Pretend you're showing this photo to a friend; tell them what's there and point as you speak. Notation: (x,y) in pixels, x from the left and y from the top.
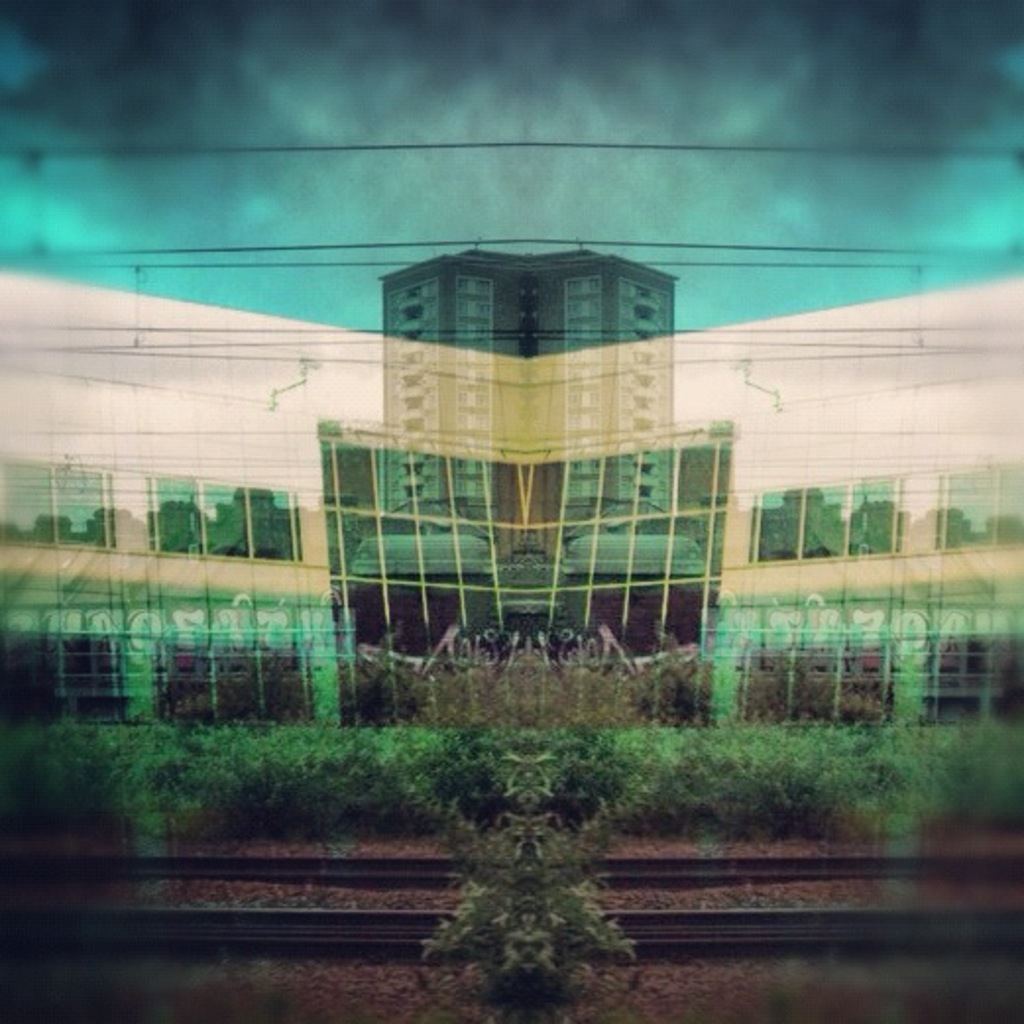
In this picture I can see building (351,491), few plants (426,822) and couple of railway tracks (823,866) and I can see sky (589,67).
